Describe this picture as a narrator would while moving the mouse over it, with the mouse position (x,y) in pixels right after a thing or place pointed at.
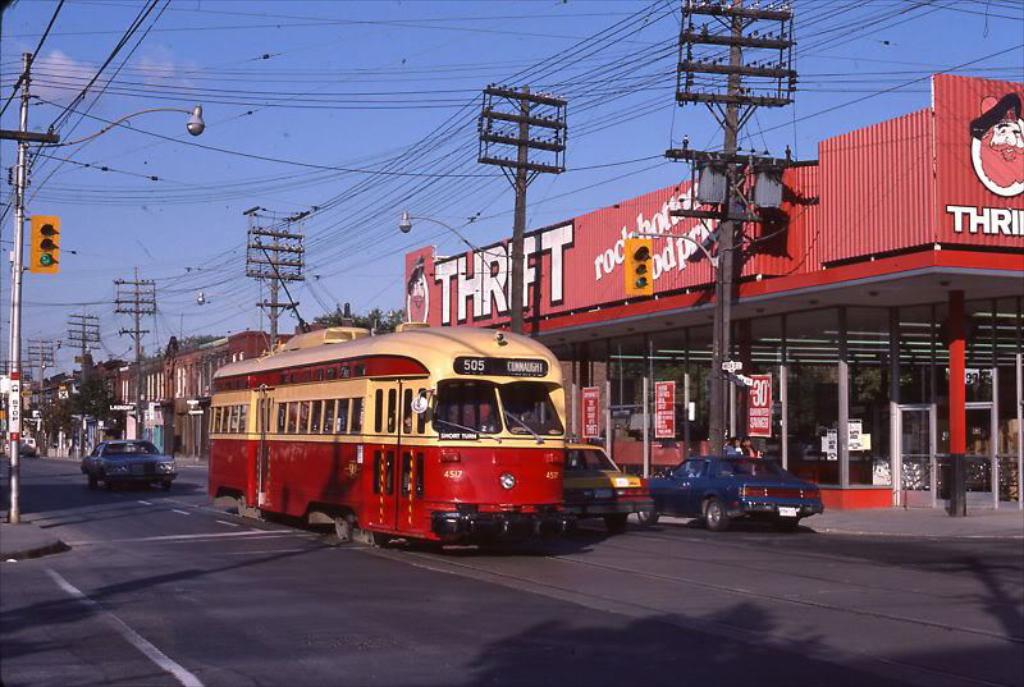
In the foreground of the image (255,571) we can see the road (309,633). In the middle of the image (377,438) we can see a streetcar (489,487), some cars (706,461) and a shop (716,252). On the top of the image (619,99) we can see the wires (466,180), current poles (516,116) and the sky (402,192).
